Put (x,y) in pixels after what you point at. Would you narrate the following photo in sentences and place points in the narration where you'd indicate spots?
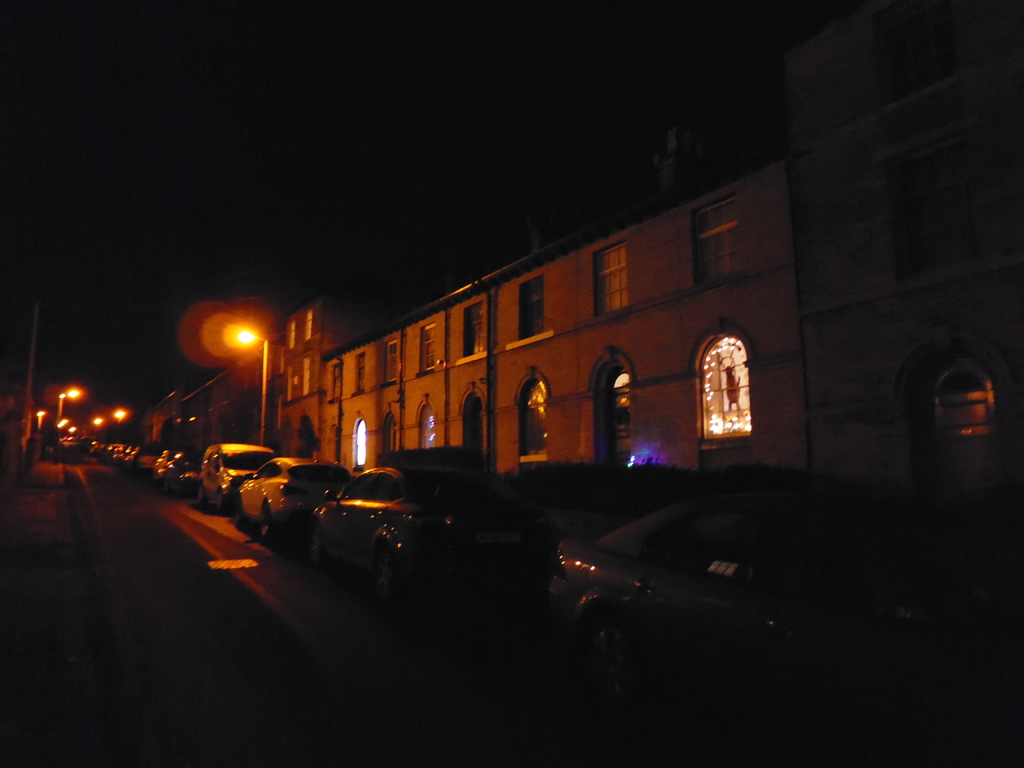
In this image there are vehicles (808,525) on the path (96,701), poles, lights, buildings (331,395), and in the background (329,266) there is sky (288,186).
